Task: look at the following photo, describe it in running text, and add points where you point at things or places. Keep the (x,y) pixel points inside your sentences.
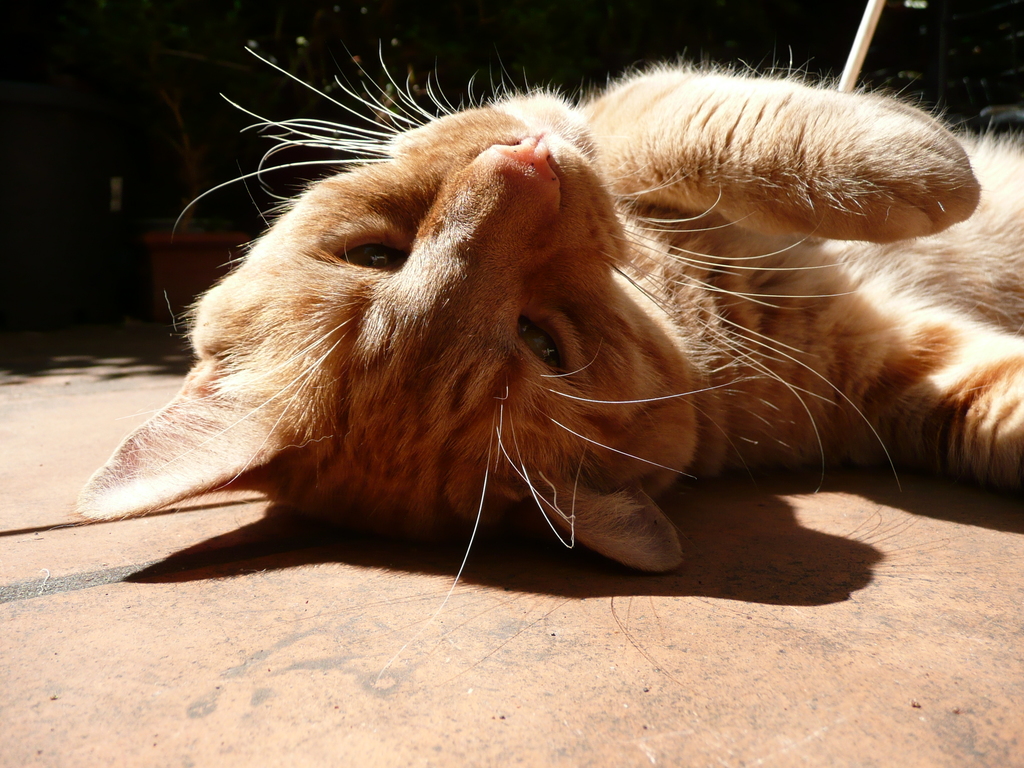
In the picture I can see a cat (644,403) is lying on the floor (750,637). The background of the image (206,119) is dark.
